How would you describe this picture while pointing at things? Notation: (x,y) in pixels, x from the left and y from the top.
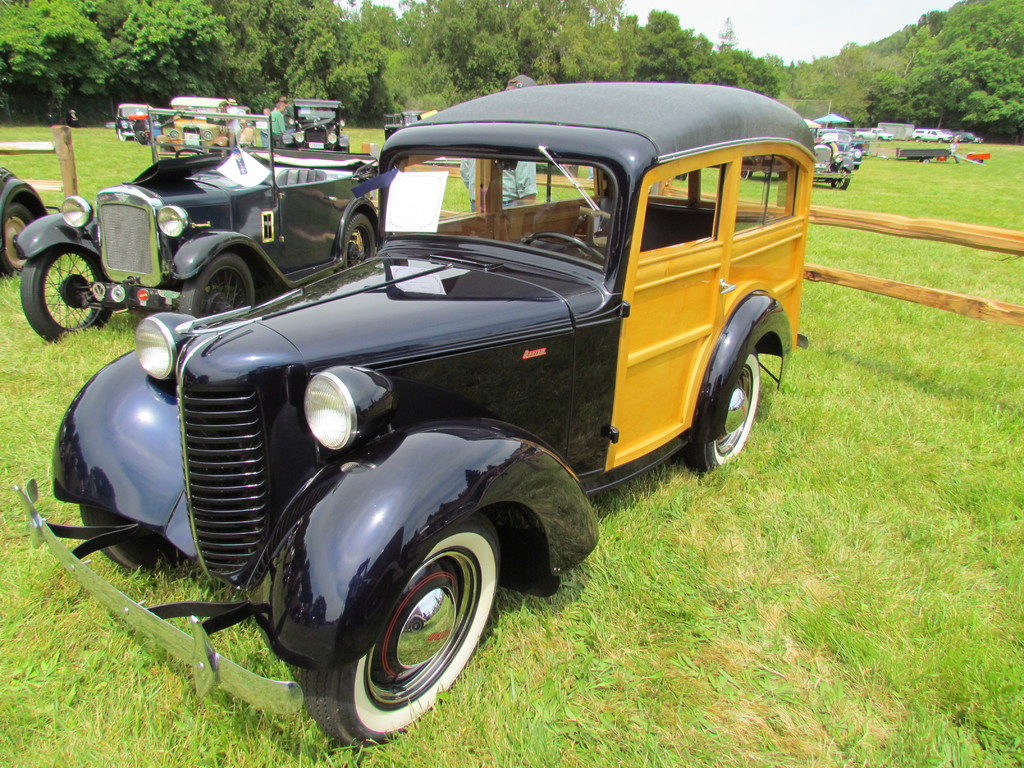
In this picture we can see a few vehicles (258,252) on the grass (912,190). There are a few people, tent (843,124) and some trees (754,73) are visible in the background (1012,87). We can see a wooden fence (1016,316) from left to right.
